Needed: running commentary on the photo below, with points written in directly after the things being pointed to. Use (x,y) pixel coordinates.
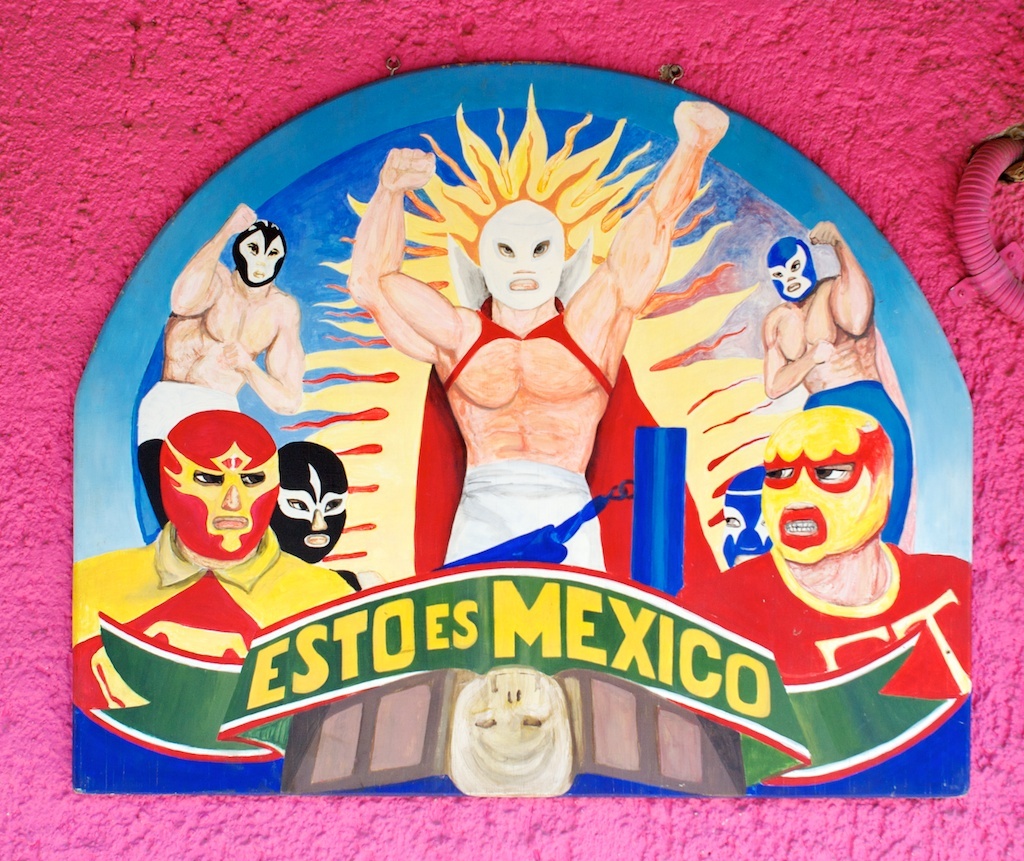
In this image there are depictions (687,508) of persons (529,378). In the background of the image (471,6) there is a pink wall (83,201).
